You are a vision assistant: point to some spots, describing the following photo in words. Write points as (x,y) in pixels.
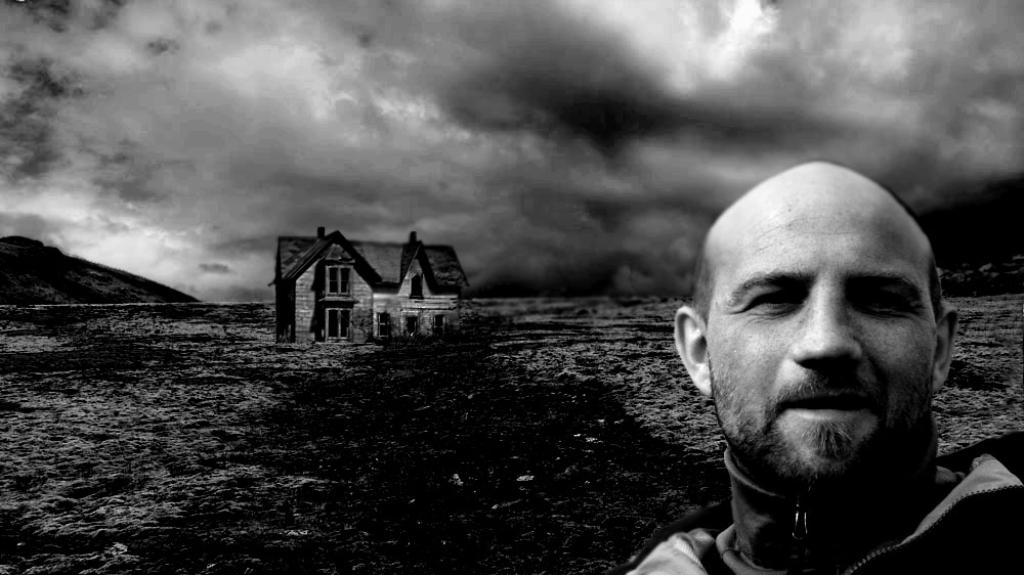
In this picture I can see a graphical image, I can see a man (786,249) and a house (300,305) and I can see grass (499,439) and a hill (32,288) and I can see a cloudy sky (420,162).
